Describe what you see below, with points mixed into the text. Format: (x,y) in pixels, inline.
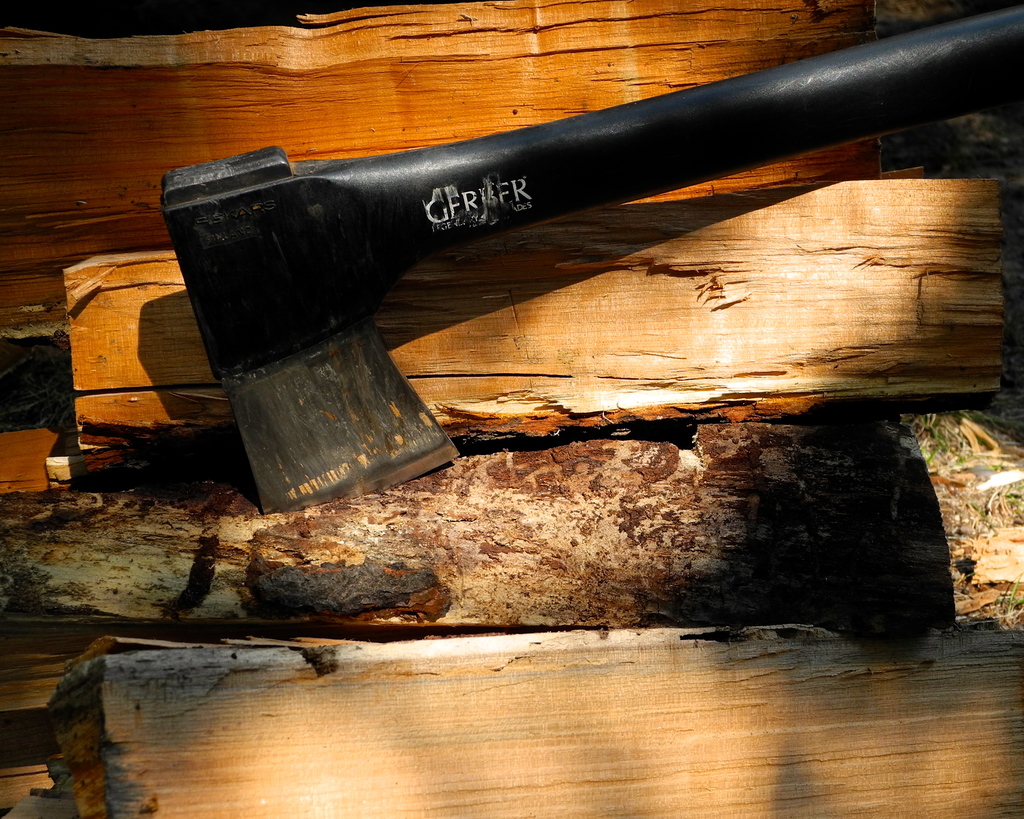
In this image we can see a black color axe (502,203) and some wooden pieces (518,399).
